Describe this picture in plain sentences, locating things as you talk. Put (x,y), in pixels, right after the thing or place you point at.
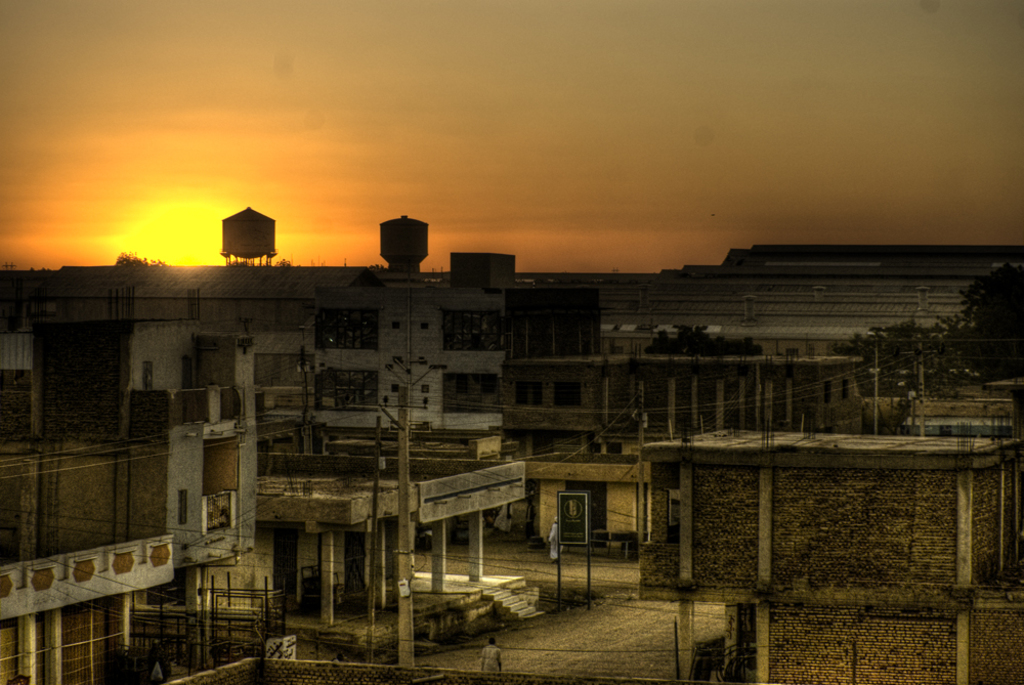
There are people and we can see buildings (438,406), current poles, wires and board (582,535) on poles (589,567). In the background (699,344) we can see trees (658,343) and sky (632,110).
